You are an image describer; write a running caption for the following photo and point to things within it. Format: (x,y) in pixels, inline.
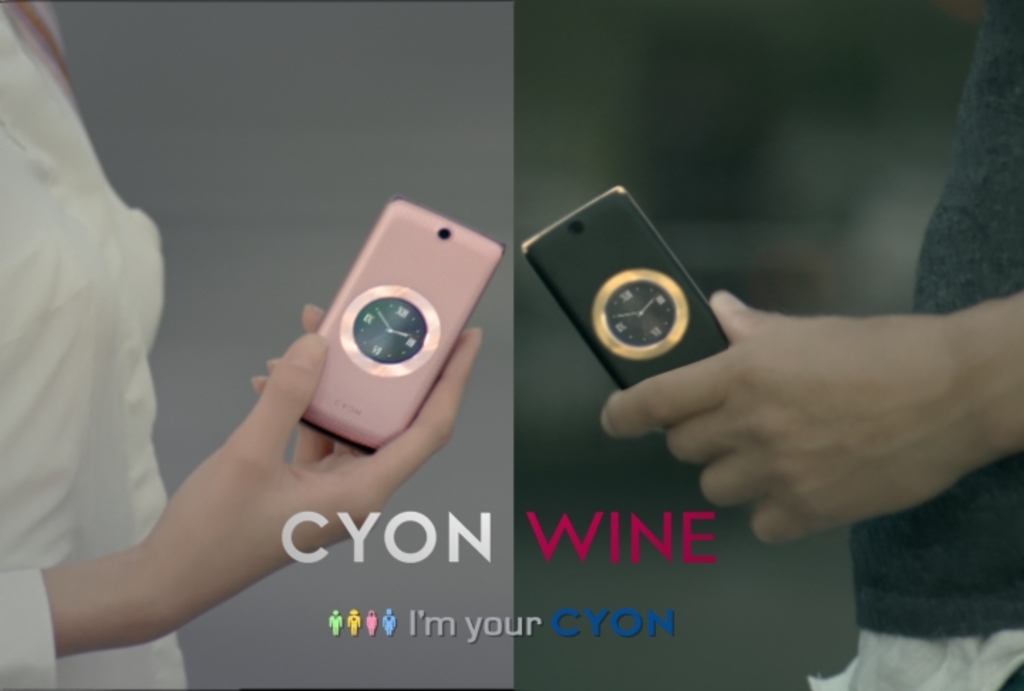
In this image in the center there is some text (468,552) written on it and on the left side (65,304) there is a person (68,316) standing and holding an object (389,398) which is pink in colour. On the right side (903,352) there is a man (890,358) standing and holding an object (633,316) which is black in colour and the background (772,104) is blurry.
